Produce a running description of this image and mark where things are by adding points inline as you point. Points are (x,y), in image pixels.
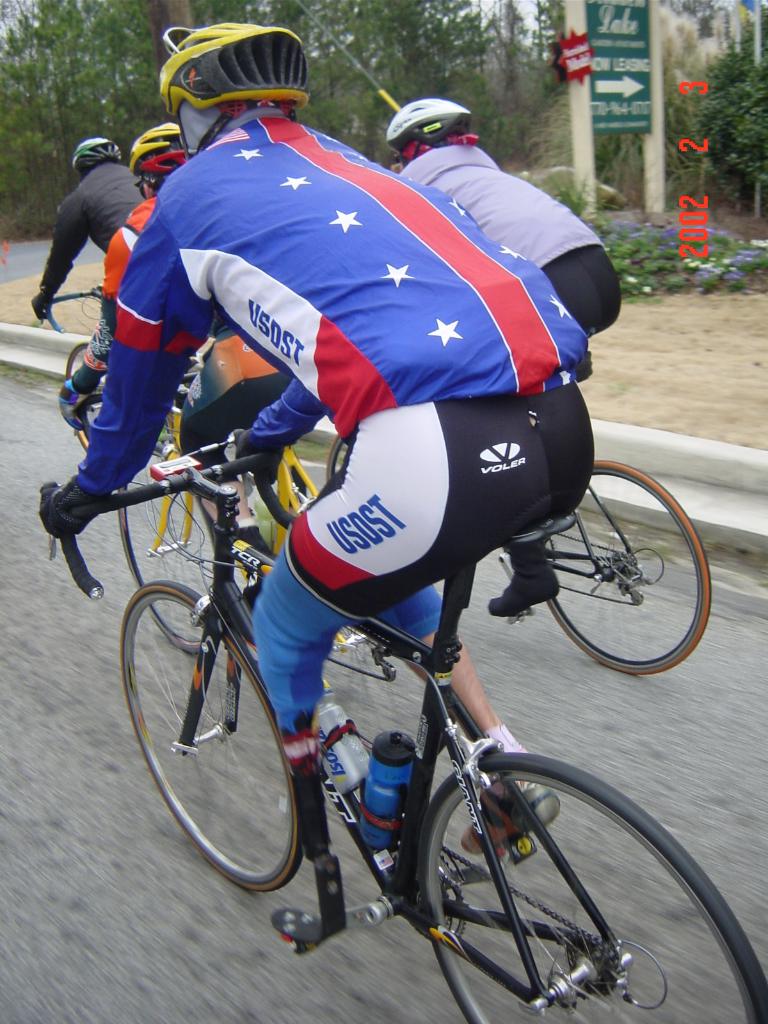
In this image we can see people (388,357) riding bicycles (269,805). In the background (5,50) there are trees (746,104). We can see a board (614,94). At the bottom (228,972) there is a road (197,972).
